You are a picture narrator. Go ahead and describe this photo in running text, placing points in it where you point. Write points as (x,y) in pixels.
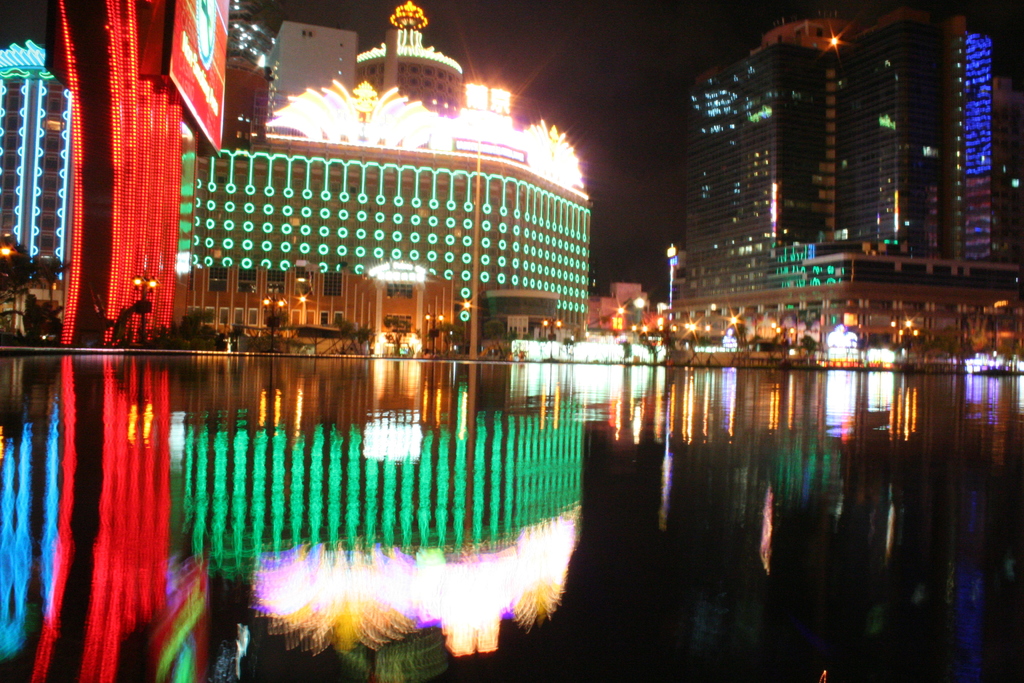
In this image we can see a group of buildings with lights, some poles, a large water body (511,536), trees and the sky (611,162).
